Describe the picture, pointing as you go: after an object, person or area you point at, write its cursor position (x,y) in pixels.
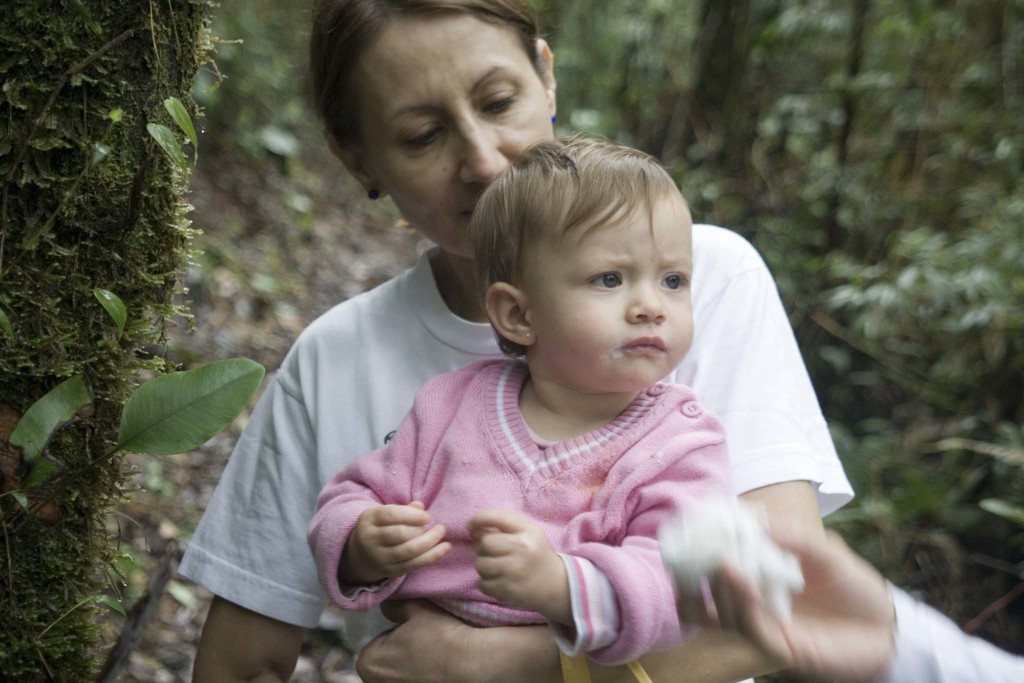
In this image we can see a woman (375,380) holding a baby (548,357) and on the right side (830,560), I can see the human hand (758,626). Behind them we can see some plants (733,190).
